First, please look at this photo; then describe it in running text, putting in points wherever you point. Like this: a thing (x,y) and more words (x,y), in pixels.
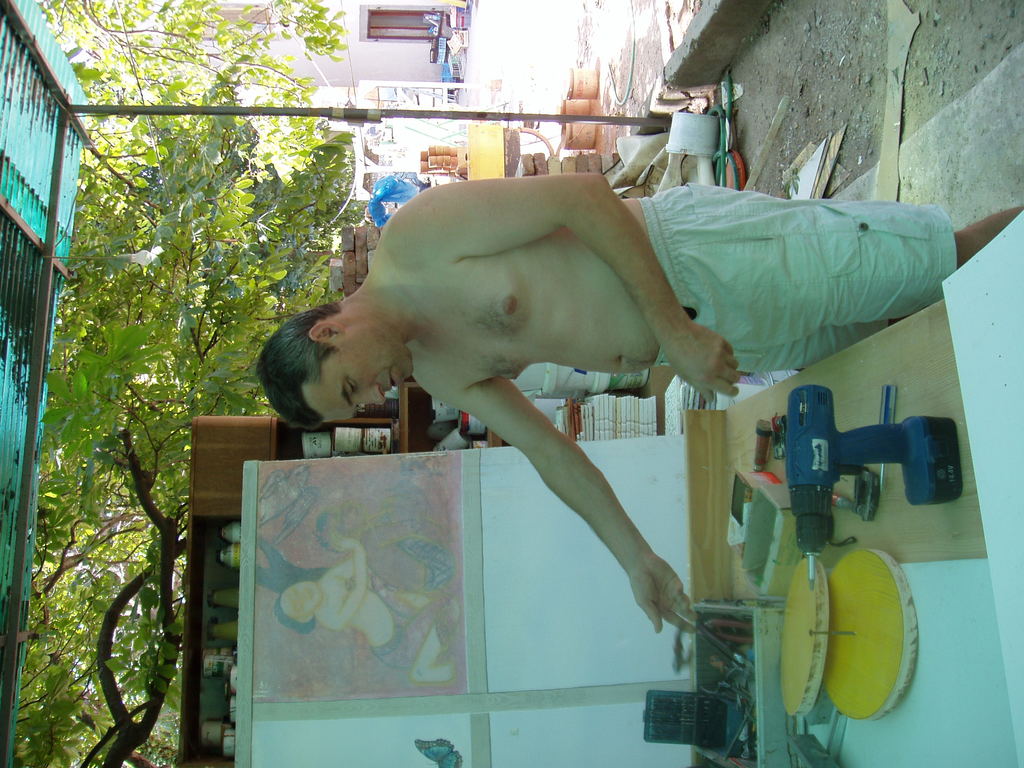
In this image we can see a person (716,370), in front of him there is a table (850,532), on that there are wooden boards (836,615), drilling machines (828,495), sheets (1019,561), and other objects (770,621), aside to him, there is a board (389,630) with images (366,491) on it, there are bottles (323,449), and boxes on the racks (580,417), there are buckets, and boxes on the ground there is a house (428,53), also we can see the tree (139,335), and the roof sheet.
